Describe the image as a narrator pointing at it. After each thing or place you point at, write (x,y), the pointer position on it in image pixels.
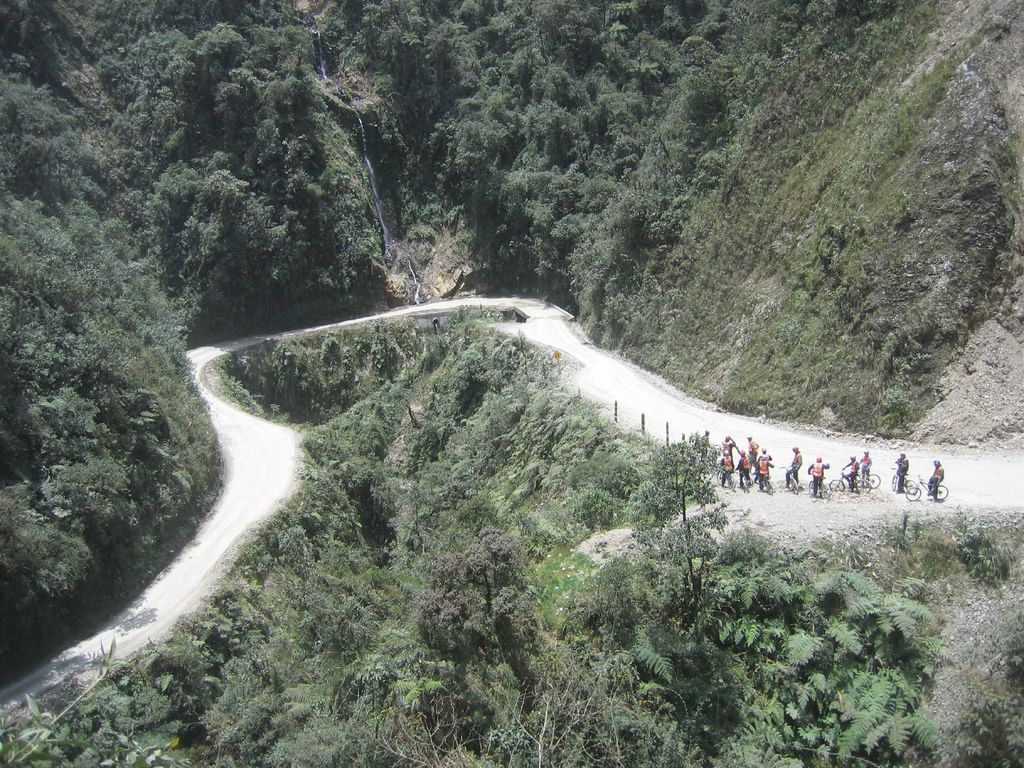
In the picture I can see some group of persons (770,462) wearing helmets (817,462) riding bicycle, there is road (286,434), there are some trees (88,441) on mountain (295,244).
